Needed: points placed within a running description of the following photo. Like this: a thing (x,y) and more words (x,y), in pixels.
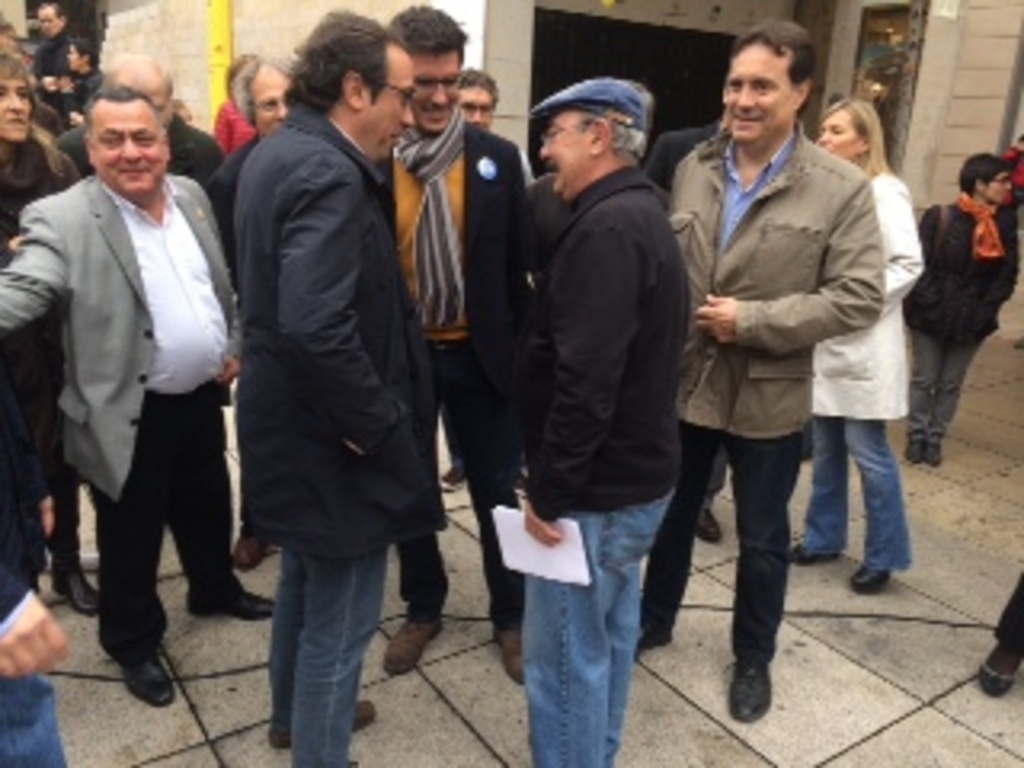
In this image we can see a group of people (491,484) standing on the ground (879,703). In that a man (562,685) is holding some papers (515,531). On the backside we can see a wall (512,130).
